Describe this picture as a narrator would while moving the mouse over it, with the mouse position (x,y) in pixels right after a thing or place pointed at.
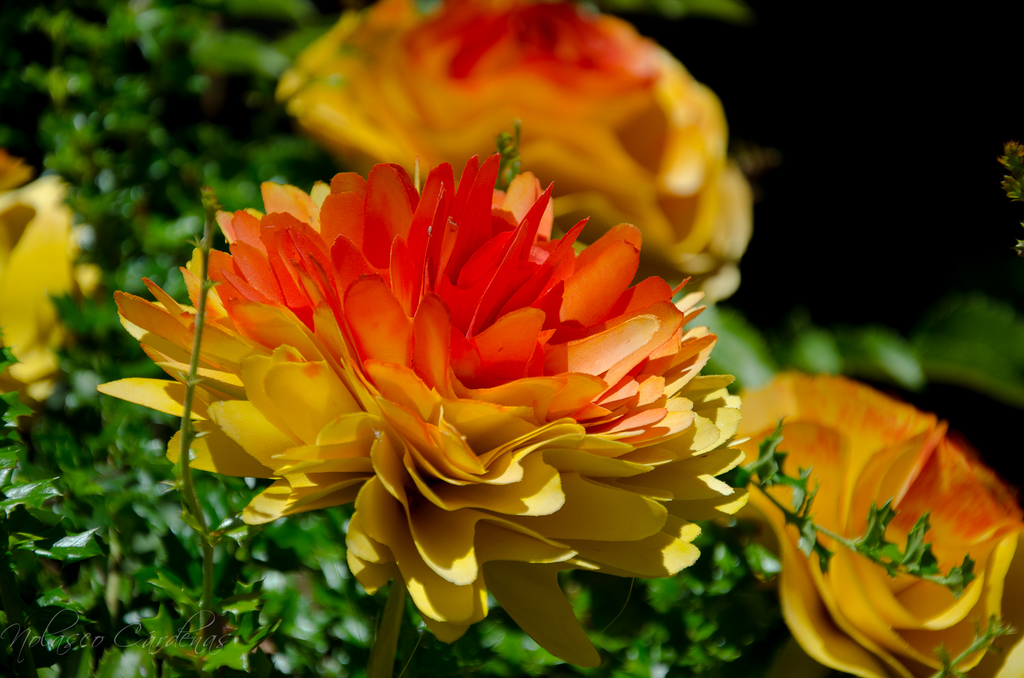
In this picture we can see the flowers (519,301) and plants (168,84). In the bottom left corner (17,622) we can see the text (61,629). In the top right corner (926,68) the image is dark.
